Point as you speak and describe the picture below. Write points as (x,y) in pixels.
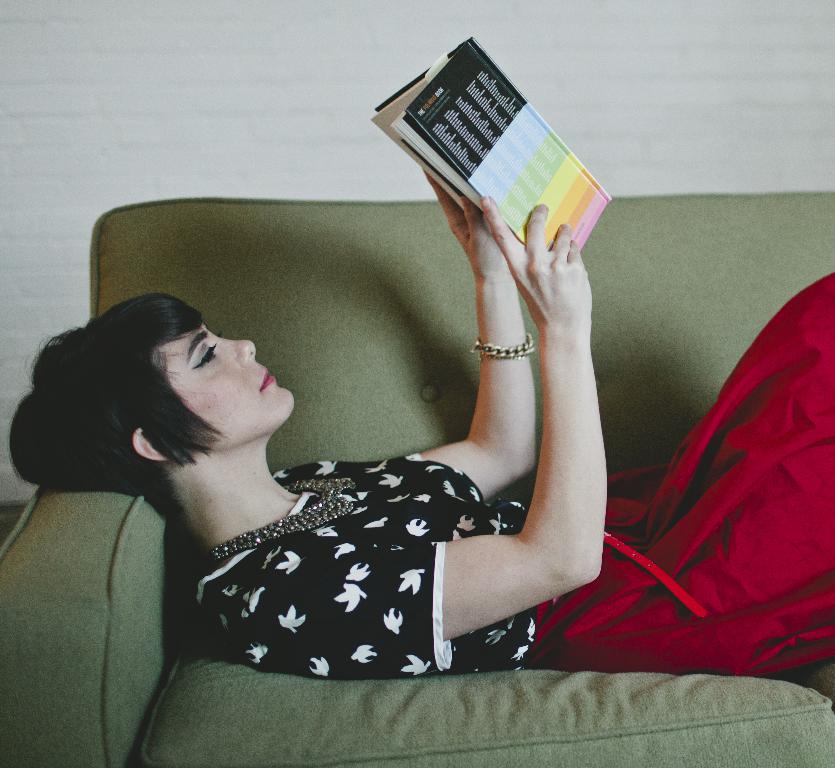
This picture is taken inside the room (409,491). In this image, in the middle (469,509), we can see a woman (562,525) lying on the couch (433,683) and holding a book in her hand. In the background (425,63), we can see a wall (797,97).
